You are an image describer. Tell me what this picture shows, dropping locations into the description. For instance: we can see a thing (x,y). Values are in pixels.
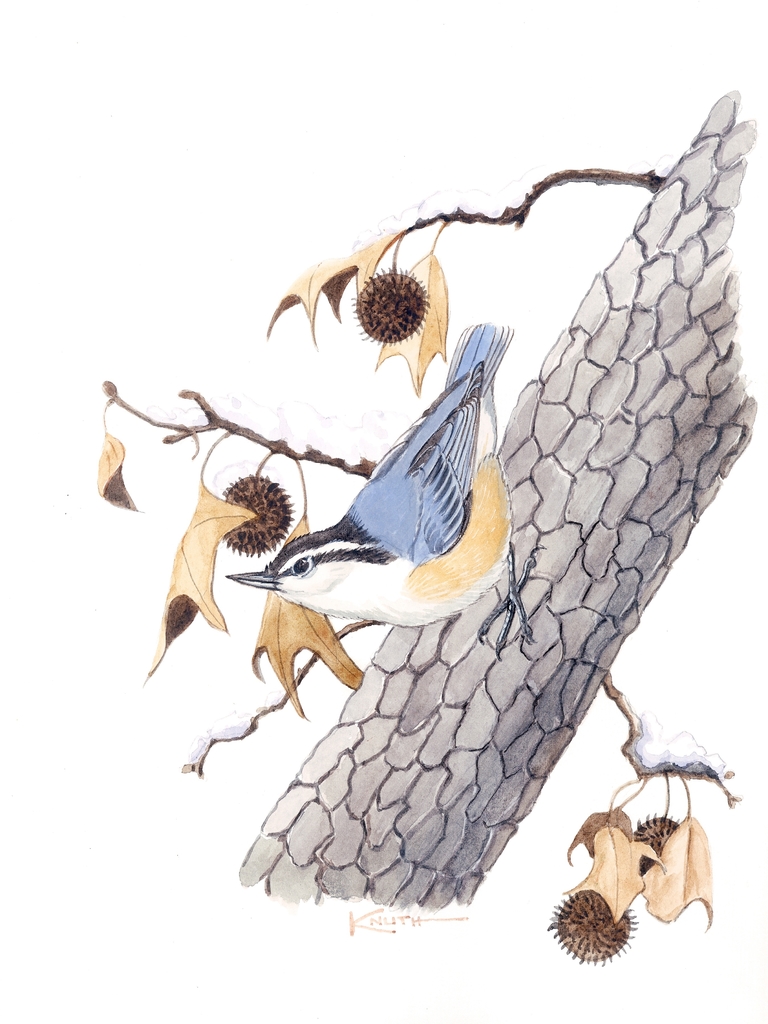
This looks like a painting. There is a tree (439,850) and there is a bird (394,546) on that tree (425,730).
